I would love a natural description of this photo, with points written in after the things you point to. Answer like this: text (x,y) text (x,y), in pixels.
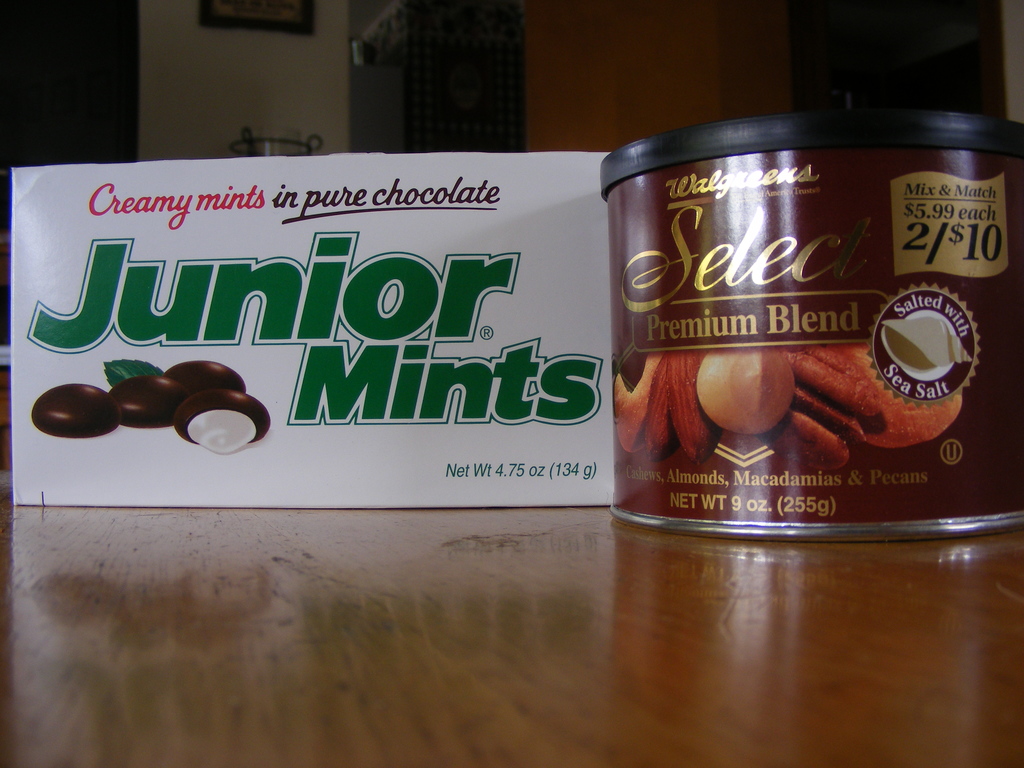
In this image I can see the box (557,372) and the can (671,362) on the brown color surface (451,680). In the background (289,98) I can see the frame (282,13) to the wall (262,62).
